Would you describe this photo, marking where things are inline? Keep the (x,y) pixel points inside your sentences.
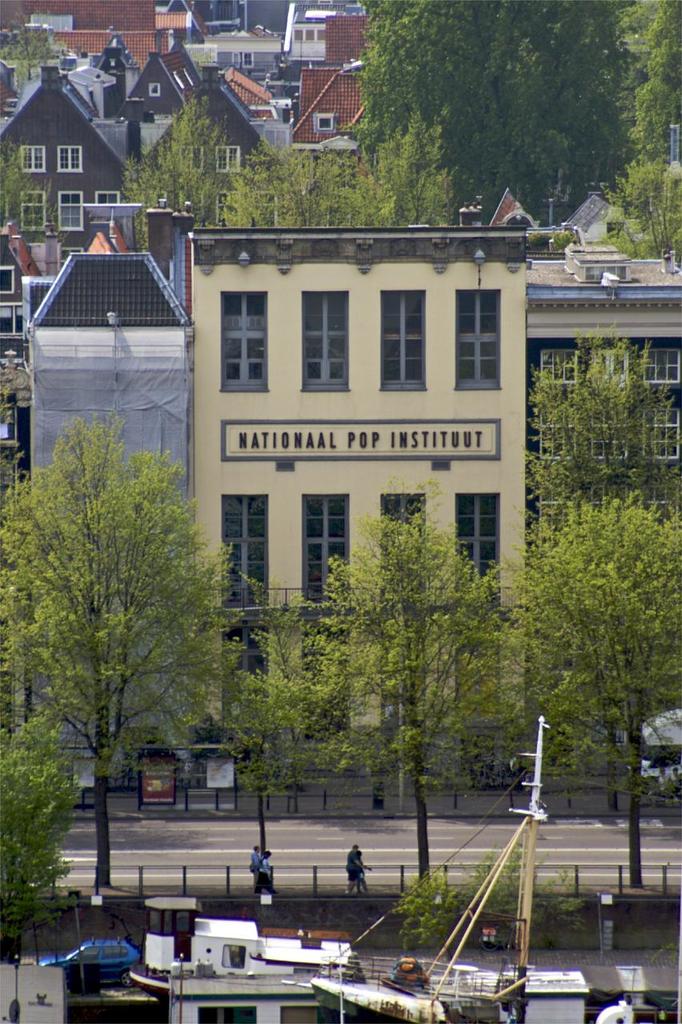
In this image there are buildings (283,237) and trees (419,745). In front of the buildings (376,488) there is a metal rod fence (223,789) for the pavement (236,794), on the pavement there are a few pedestrians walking and there are bus shelters (232,778) and vehicles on the roads (325,826). In front of the image there are boats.
